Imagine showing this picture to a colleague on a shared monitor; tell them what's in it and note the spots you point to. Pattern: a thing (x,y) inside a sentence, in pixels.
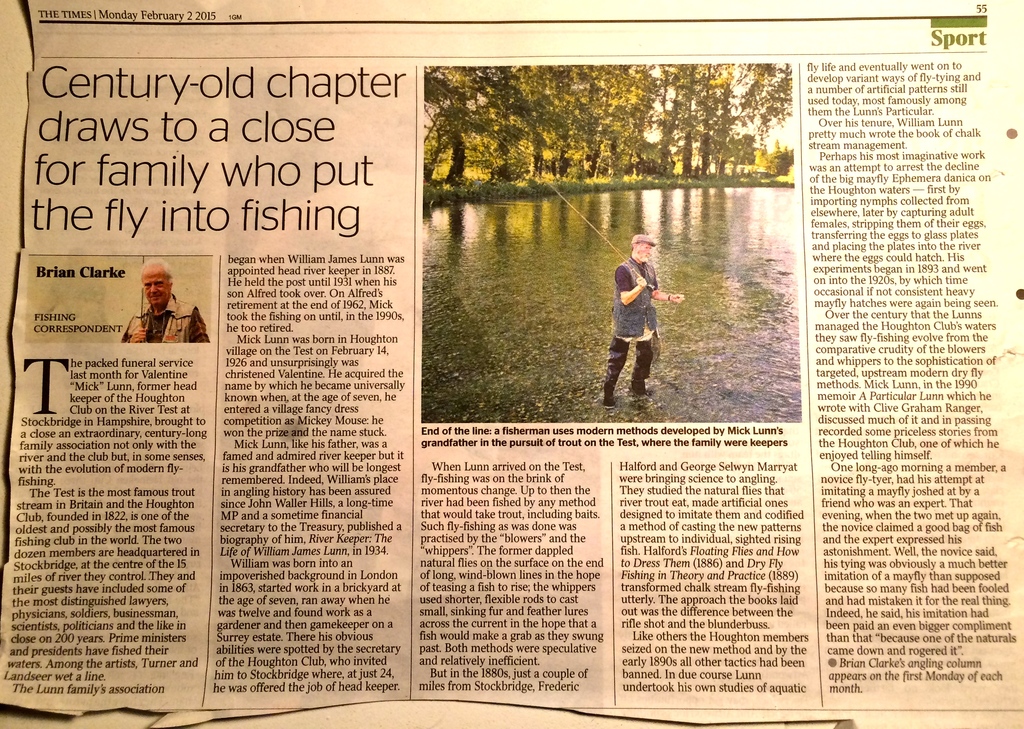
In this image, there is a newspaper (1010,723), on that newspaper (18,702) there is a picture (761,187).
